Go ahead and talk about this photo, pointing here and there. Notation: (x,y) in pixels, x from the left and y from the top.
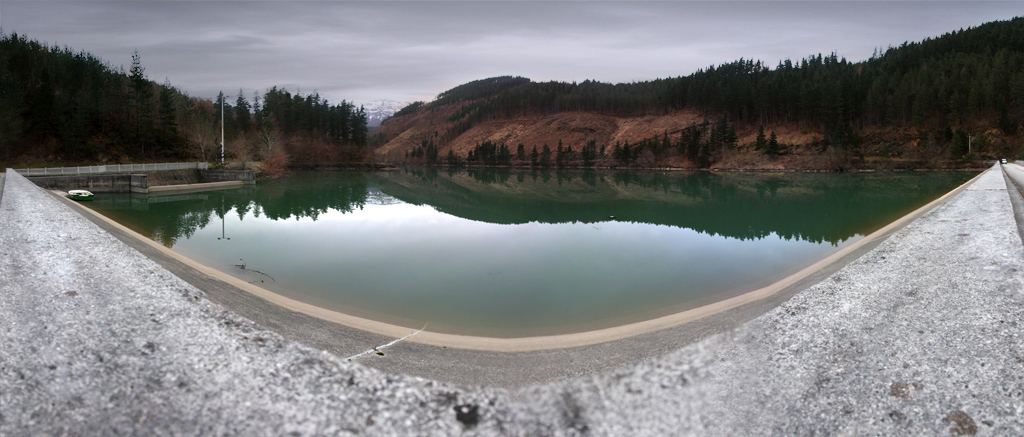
In the picture I can see the surface (73,382) of the wall (28,345), I can see the water (474,258), hills (130,162), pole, trees (287,114) and the cloudy sky (426,79) in the background (200,16).
